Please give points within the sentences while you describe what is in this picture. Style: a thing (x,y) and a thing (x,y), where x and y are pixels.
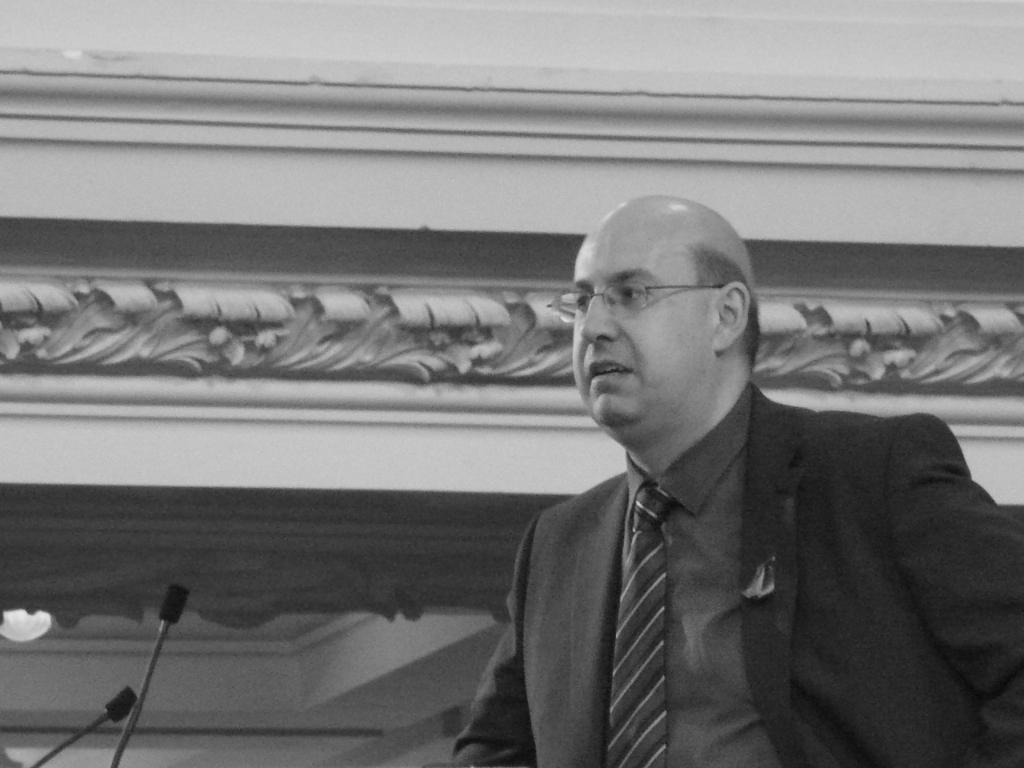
On the right side of the image (839,570) there is a person (609,365). In front of him there are two mikes (129,703). Behind him there is a wall (322,363) and there is a lamp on the bottom left of the image (46,625).
